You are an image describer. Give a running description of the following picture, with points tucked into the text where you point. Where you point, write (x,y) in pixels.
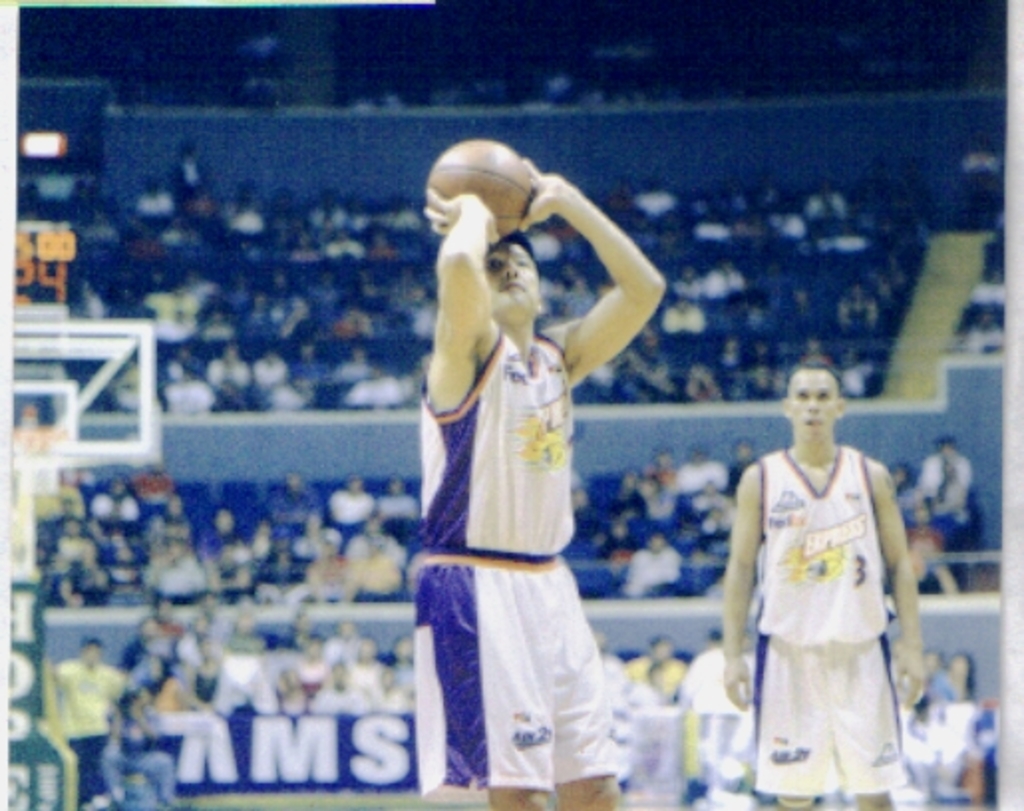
In this image there are people (731,549) playing with ball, at the back (100,697) there are so many people (697,536) sitting in the stadium (625,613) and watching at the game.
